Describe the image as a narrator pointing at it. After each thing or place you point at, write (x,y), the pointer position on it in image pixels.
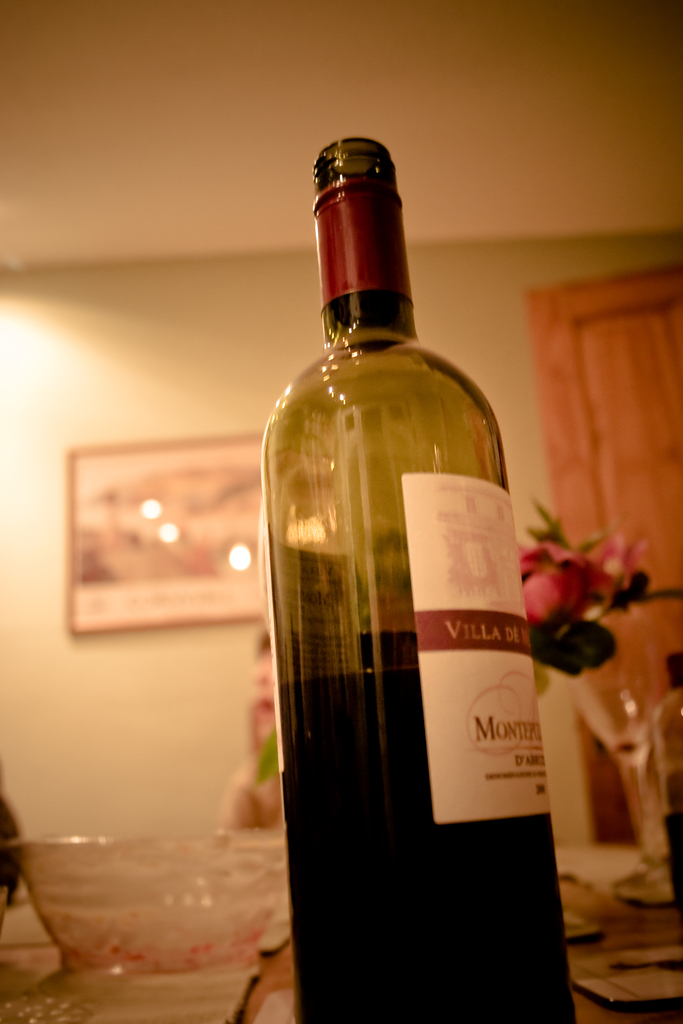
In this image i can see a bottle (370,652), a cup (157,858). At the back ground (557,605) i can see a flower pot (555,605), a person (266,671), the frame (178,510) attached to a wall (173,676) and a wooden door (564,437).
